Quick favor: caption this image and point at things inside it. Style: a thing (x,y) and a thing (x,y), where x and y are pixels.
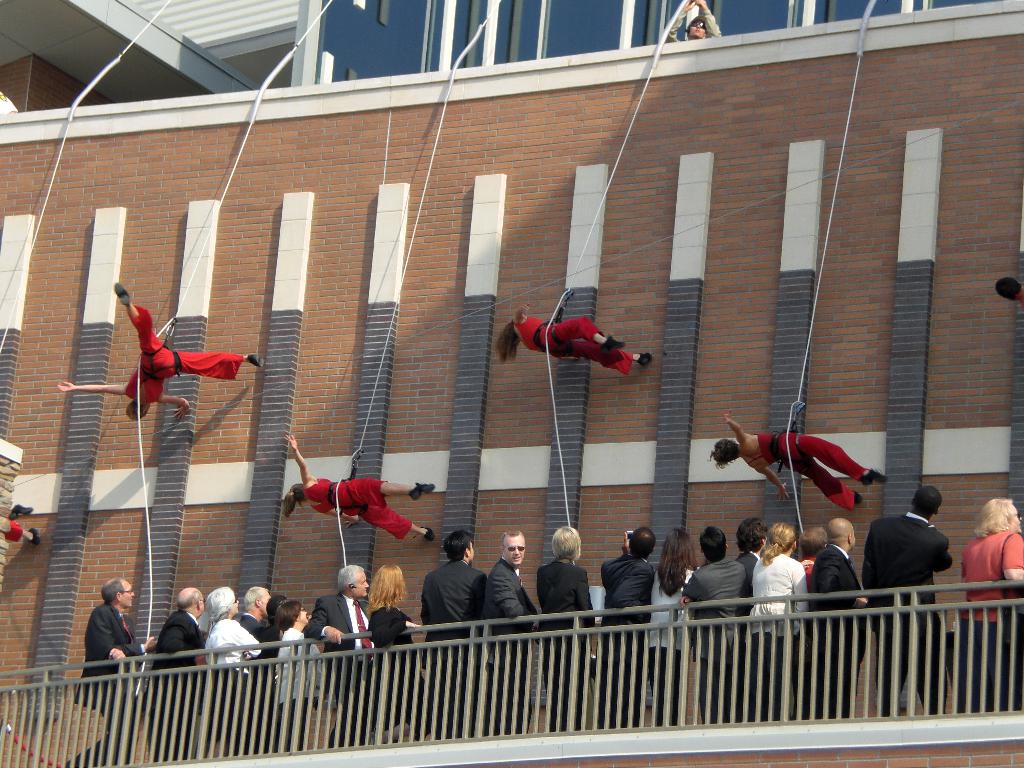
Few girls (516,341) are hanging on the wall (537,281) from the ropes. These girls (303,471) wore red color dresses (532,348) and here few people (1007,520) are standing and observing this game.
